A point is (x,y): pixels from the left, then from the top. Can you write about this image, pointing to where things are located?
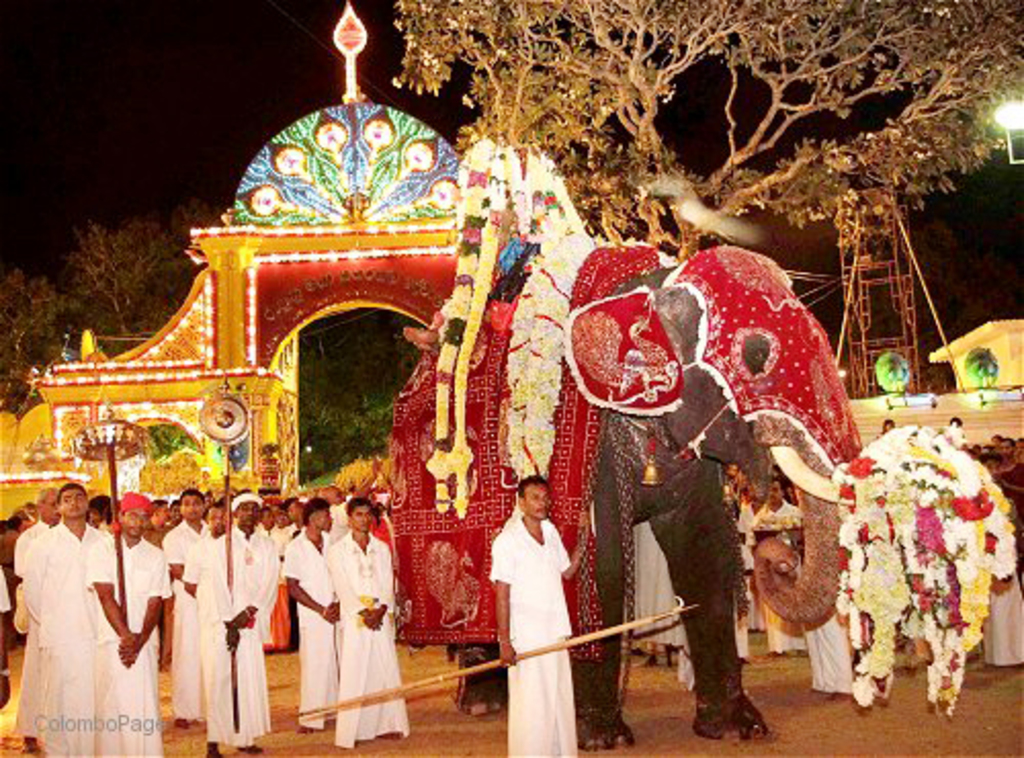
In the above picture there is a big elephant (608,385) which has been decorated with the flowers (546,343), garlands (546,294) and some cloth (632,326) on it. The elephant (791,392) is holding the flowers (907,494), garlands (909,502) with its tusk (817,477). Elephant (781,462) is having a bell (650,467) tied around its neck (633,425). Some people (278,503) are crowded beside the elephant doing some festival. The person (537,587) standing beside the elephant (796,468) is holding a stick (532,654) in his hand (506,645) and some other persons (236,555) are holding some poles (226,516) in their hands (239,626). There is a decorative arch (229,347) in the background of the picture (374,275) and to the right side of the corner of the picture there is tree (814,159) and a light (1002,117), and in the background (135,322) also there are some trees (138,291) in the picture. The elephant (630,473) is also tied with the chains (629,555) to its leg (623,581) from its neck (625,441).
